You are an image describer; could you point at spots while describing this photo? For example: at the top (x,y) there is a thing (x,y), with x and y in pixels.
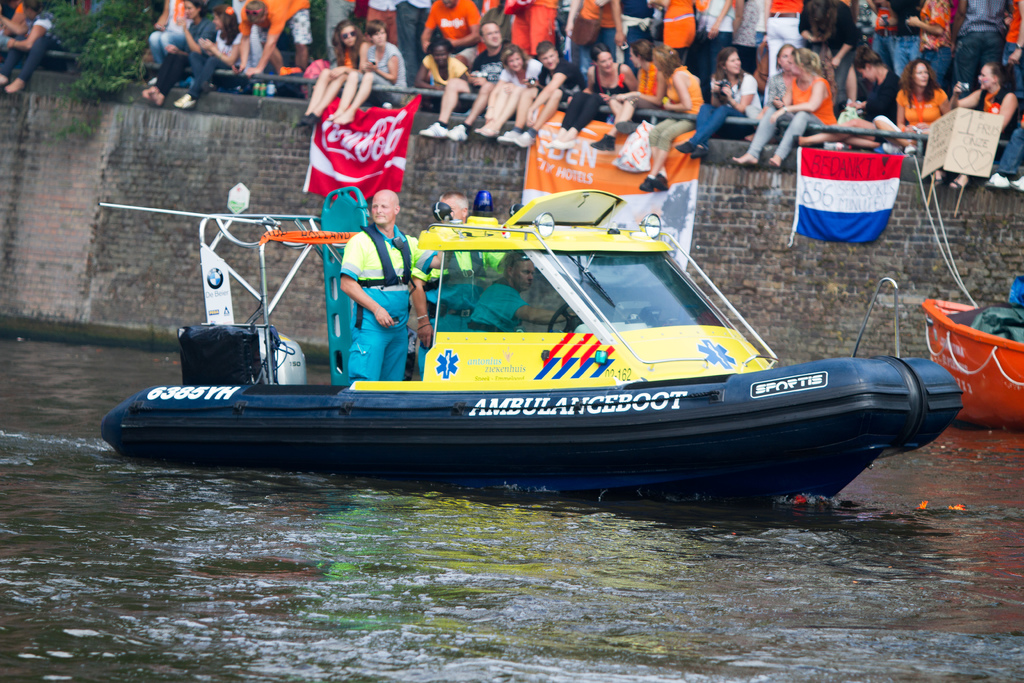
In this image in the center (474,351) there is a boat (457,399) with the persons (421,293) inside it and there is some text (603,407) written on the boat (568,387) which is on the water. In the background (195,74) there are persons (435,68) sitting and standing and there are banners (367,151) with some text (587,172) written on it and there is a wall (87,182), there are plants (105,37). On the right side (969,324) there is a boat (990,338) which is orange in colour and it is tied to the wall (944,212) which is in the front of the boat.
